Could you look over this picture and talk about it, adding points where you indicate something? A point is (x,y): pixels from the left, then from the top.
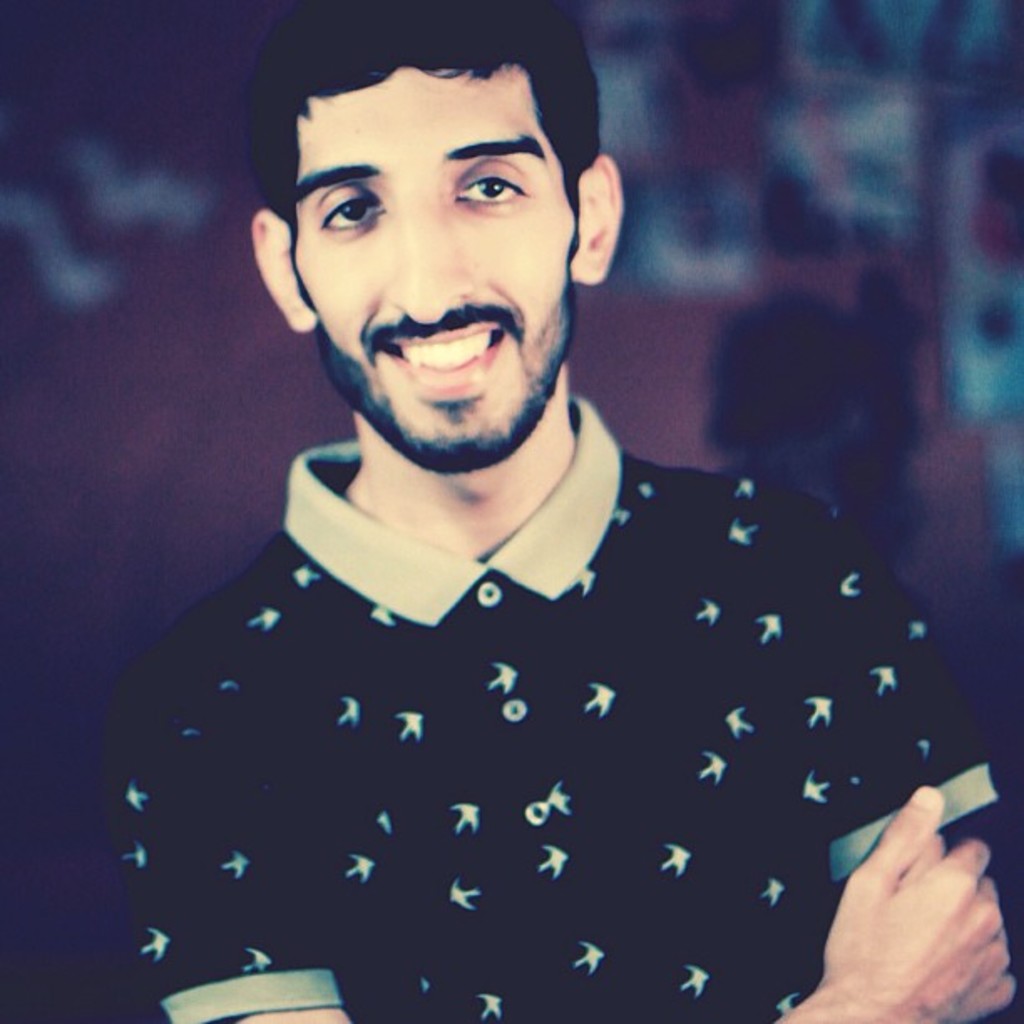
In this image we can see a person (640,636) wearing black color T-shirt (564,670) and posing for a photograph.
